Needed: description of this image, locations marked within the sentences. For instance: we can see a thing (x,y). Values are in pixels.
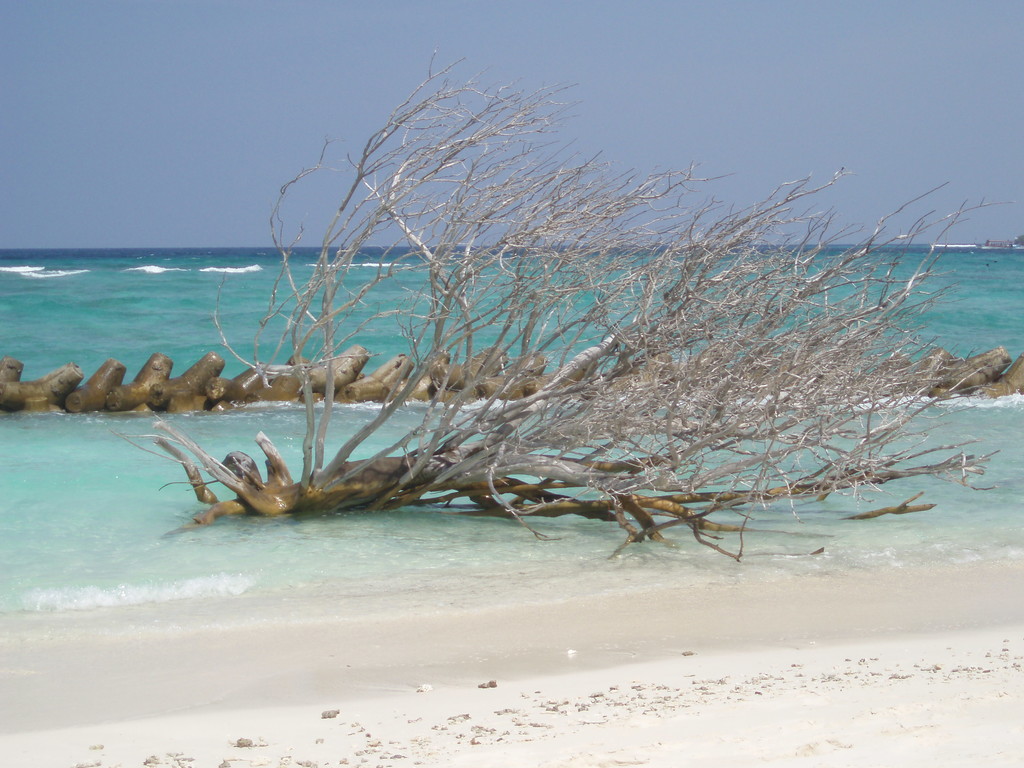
In this picture we can see a tree (317,479) in water (152,477). There is a concrete breakwater (57,379) in water (42,368) from left to right. Waves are visible in water (44,352).
